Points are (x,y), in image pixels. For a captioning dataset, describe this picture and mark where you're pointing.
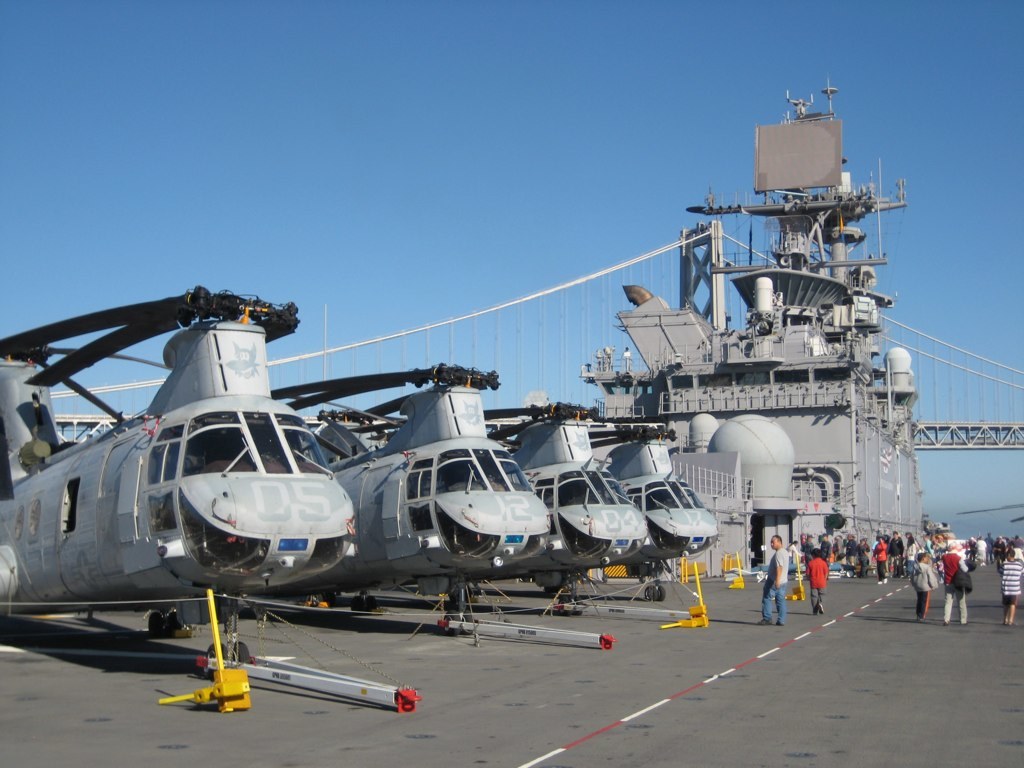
In this image we can see some helicopters (485,561). we can also see some people (823,594) standing on the deck (826,598). On the backside (776,444) we can see a machine (800,405), the bridge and the sky (628,61) which looks clear.
